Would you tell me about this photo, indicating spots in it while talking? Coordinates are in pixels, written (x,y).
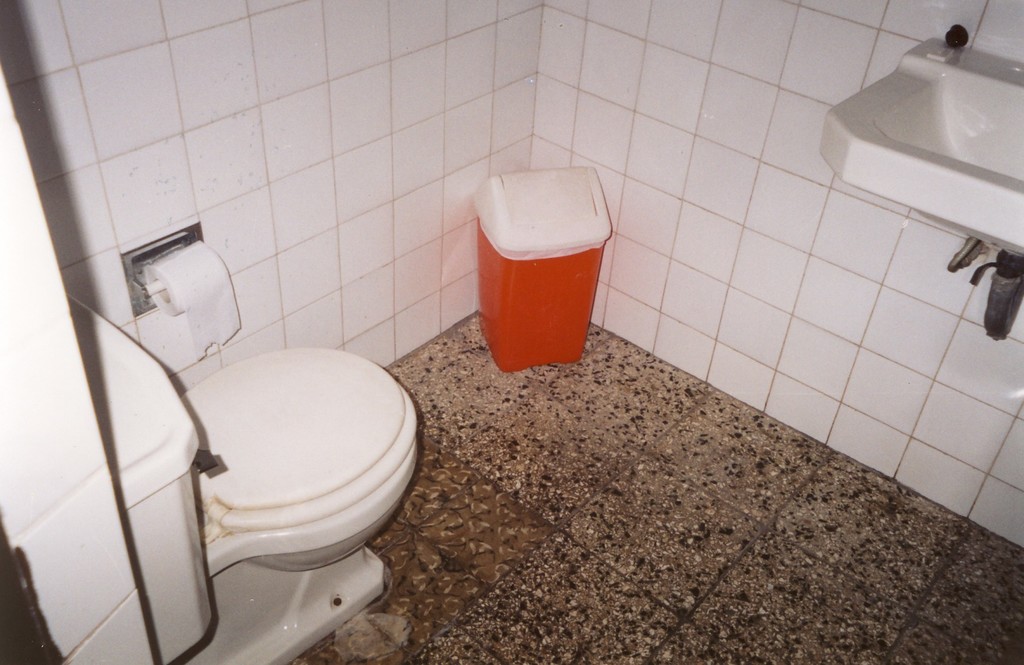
In the foreground of this image (961,131), on the right top (961,162), there is a sink (1014,165). A dustbin (601,262), in the corner (534,102). A toilet bowl (254,502) and the tank (156,509) on the left side (178,531) and there is a tissue roll (184,265) to the wall (243,237). On the bottom (697,592), there is the floor (670,614).
